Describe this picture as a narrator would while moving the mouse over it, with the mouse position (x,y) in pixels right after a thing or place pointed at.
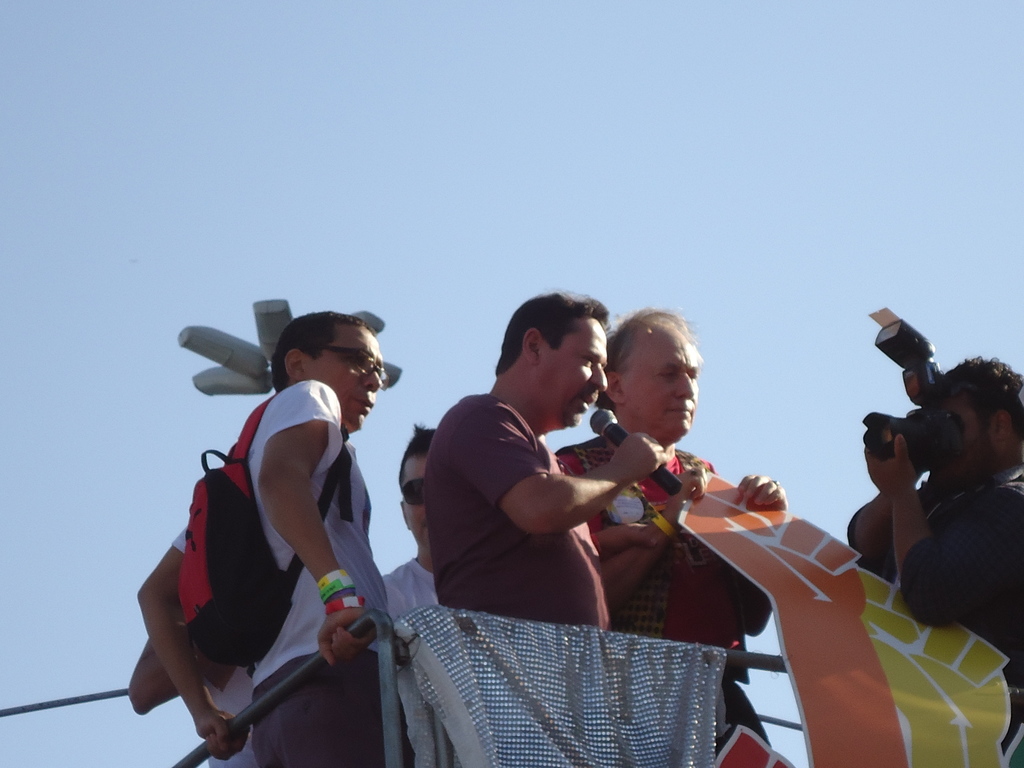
In the center of the image (524,443) we can see a few people (487,540) are standing and they are holding some objects (725,529) like, one microphone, one camera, one cloth (871,588), etc. And the left side person (345,527) is wearing a backpack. In front of them, there is a fence (443,622) and cloth (530,666). In the background (587,247) we can see the sky (548,168), one ash color object (208,387) etc.
